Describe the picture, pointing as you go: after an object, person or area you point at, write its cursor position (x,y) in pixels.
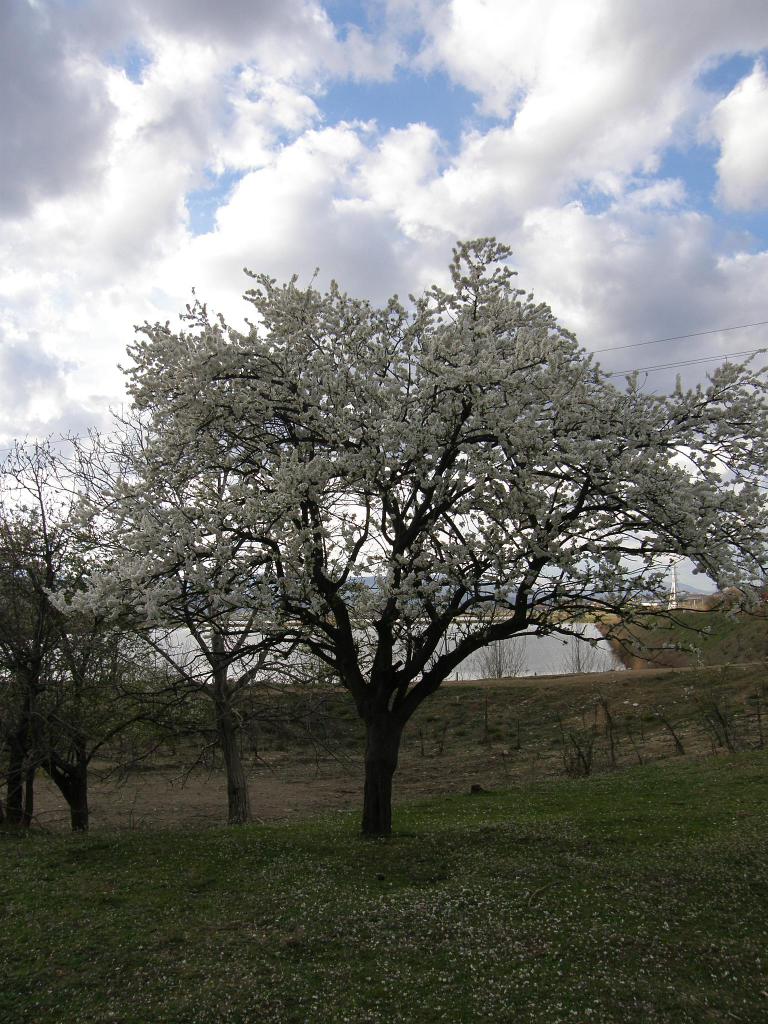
In this image I can see few flowers (409,441) in white color, trees (495,639) In the background (55,138) I can see few poles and the sky (407,97) is in blue and white color.
